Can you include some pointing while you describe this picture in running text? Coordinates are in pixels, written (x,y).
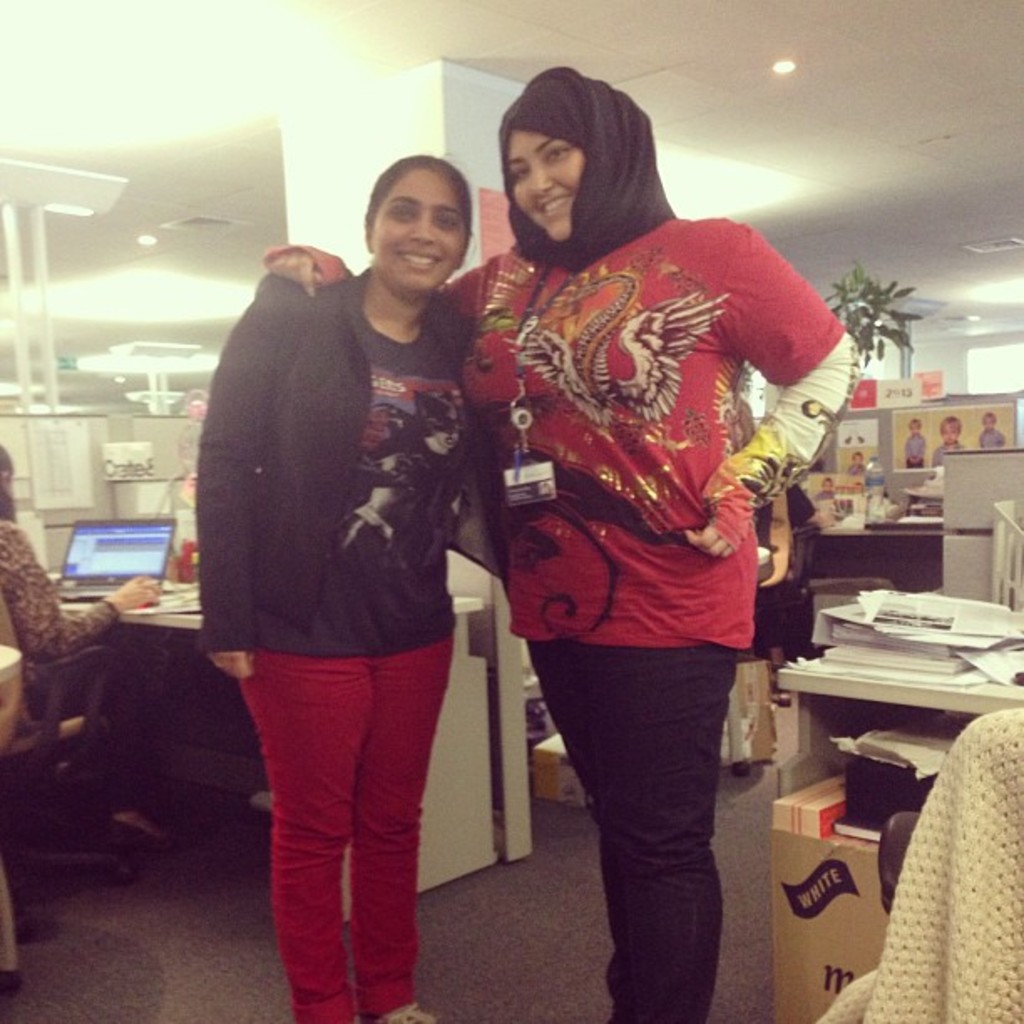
In the image we can see there are two women (707,567) who are standing in the front (366,700) and there is a person (57,638) who is sitting on chair (95,707) and in front of the person (107,611) there is a laptop (83,596).
